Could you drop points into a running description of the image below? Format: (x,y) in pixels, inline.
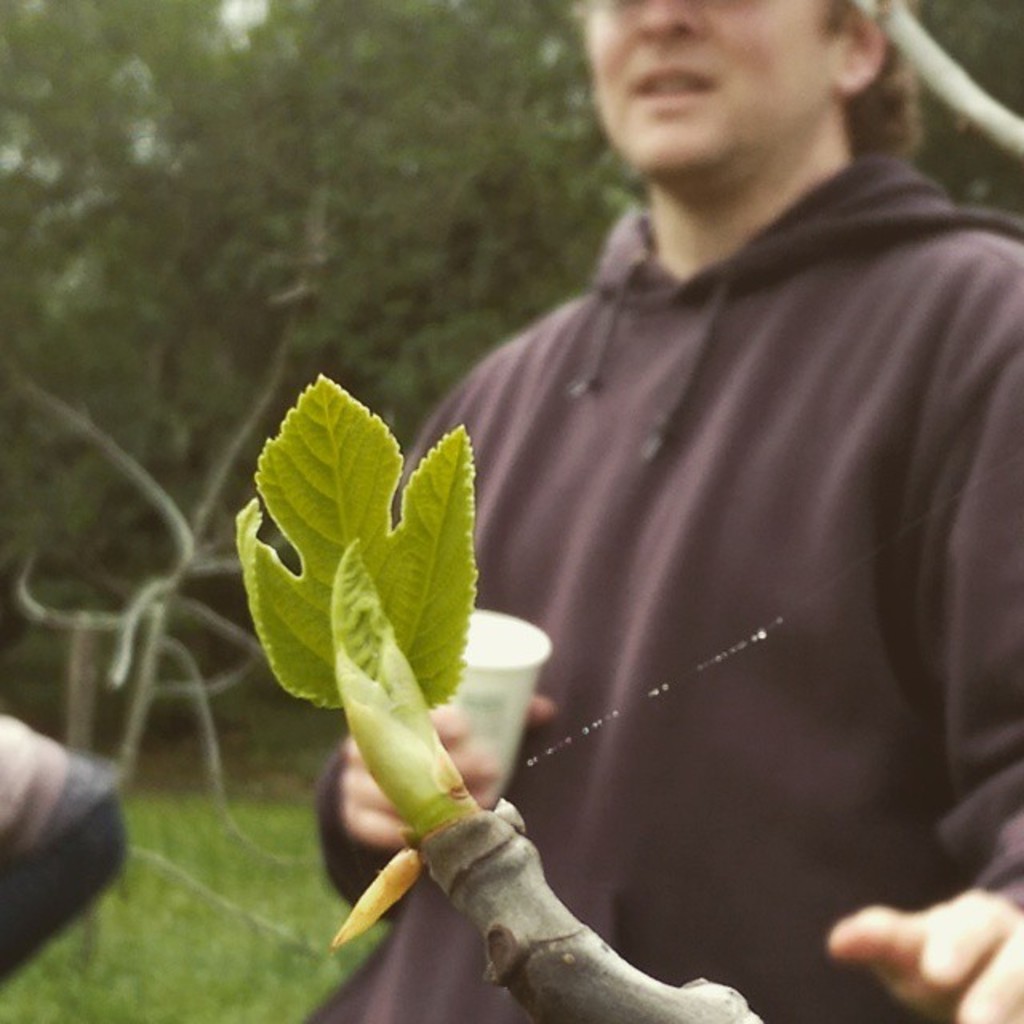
In this image I can see two people (727,546). I can see one person (841,679) holding the glass (492,728) which is in white color. In the back (350,249) there are many trees (307,296) and these people (92,865) are on the ground (129,968).
